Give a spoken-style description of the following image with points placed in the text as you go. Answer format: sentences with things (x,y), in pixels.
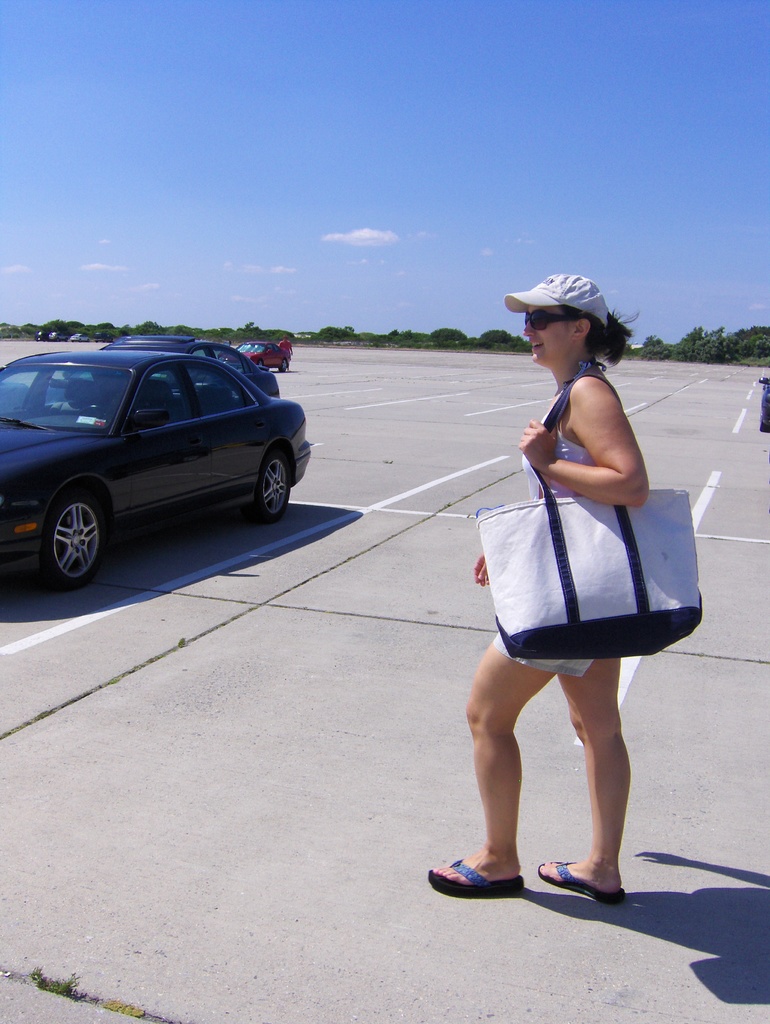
This woman (554,485) wore cap (563,293), bag (622,627) and walking, as there is a movement in her legs (600,812). Vehicles (224,433) on road (306,609). Far there are number of trees (718,334). Sky (283,120) is in blue color.
